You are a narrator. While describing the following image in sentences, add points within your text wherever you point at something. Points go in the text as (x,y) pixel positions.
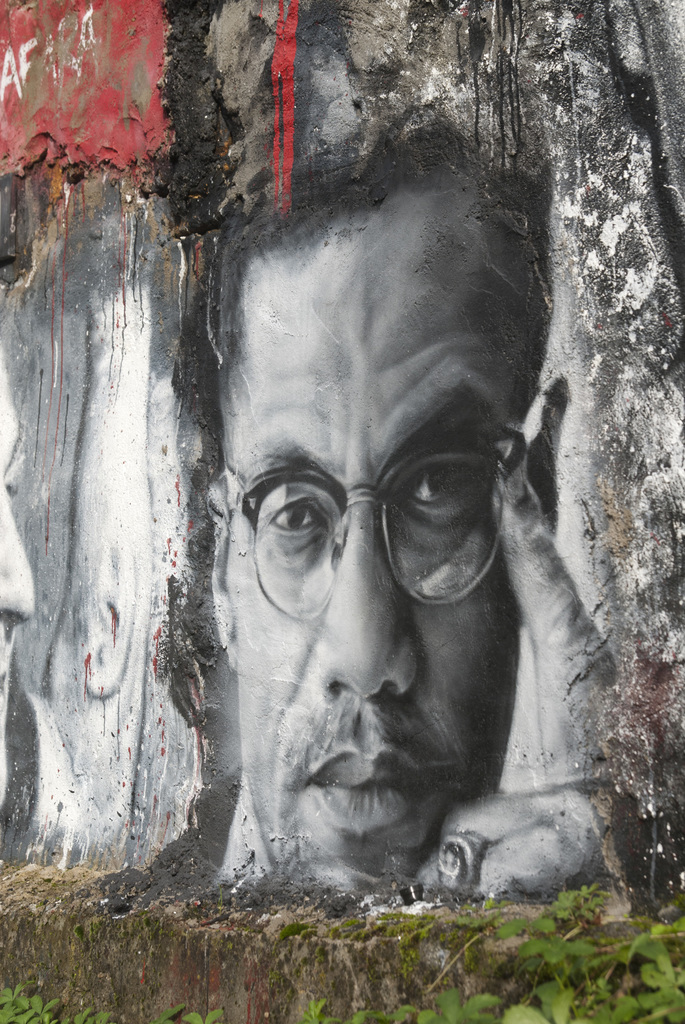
In this image I can see few plants (616,1004) which are green in color and on the wall (348,396) I can see the painting (421,310) of a person (425,365) wearing spectacles (420,600) on the wall (233,538) which is white and black in color. I can see red color on the wall (189,176) to the left top of the image (121,122).
